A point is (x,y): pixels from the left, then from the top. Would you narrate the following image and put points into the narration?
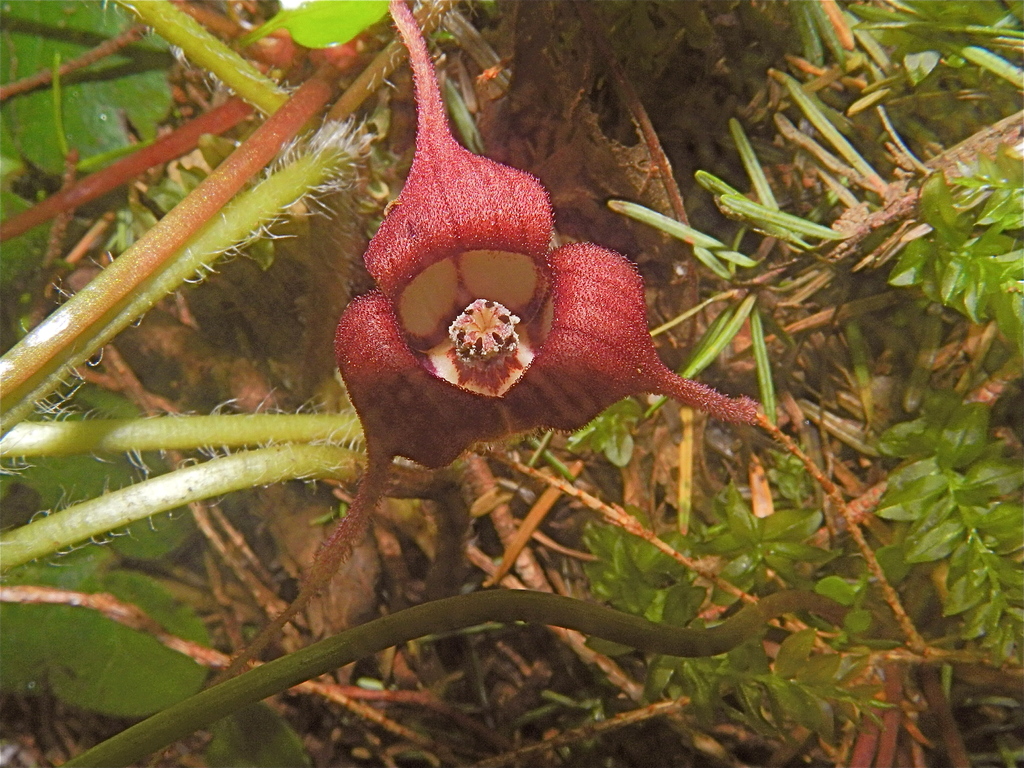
In this image we can see a western wild ginger (402,359) to a stem (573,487) with some leaves (627,445).
